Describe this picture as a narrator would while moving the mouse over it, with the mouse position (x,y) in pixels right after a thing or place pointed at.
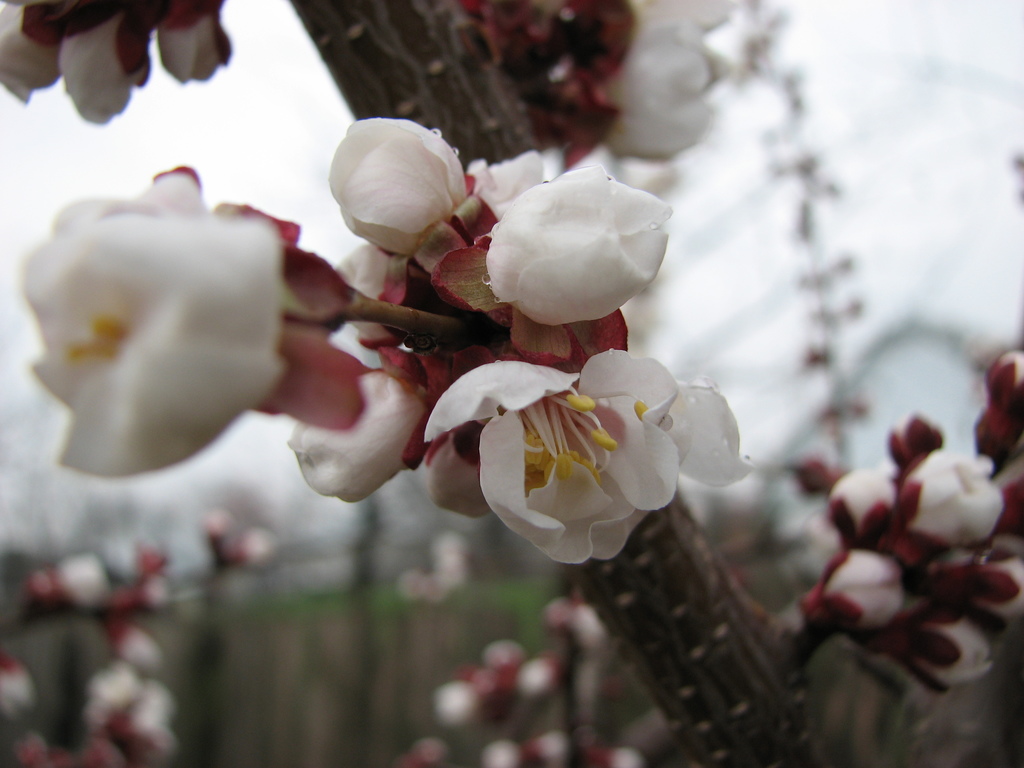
In this image there are flowers (307,370).
